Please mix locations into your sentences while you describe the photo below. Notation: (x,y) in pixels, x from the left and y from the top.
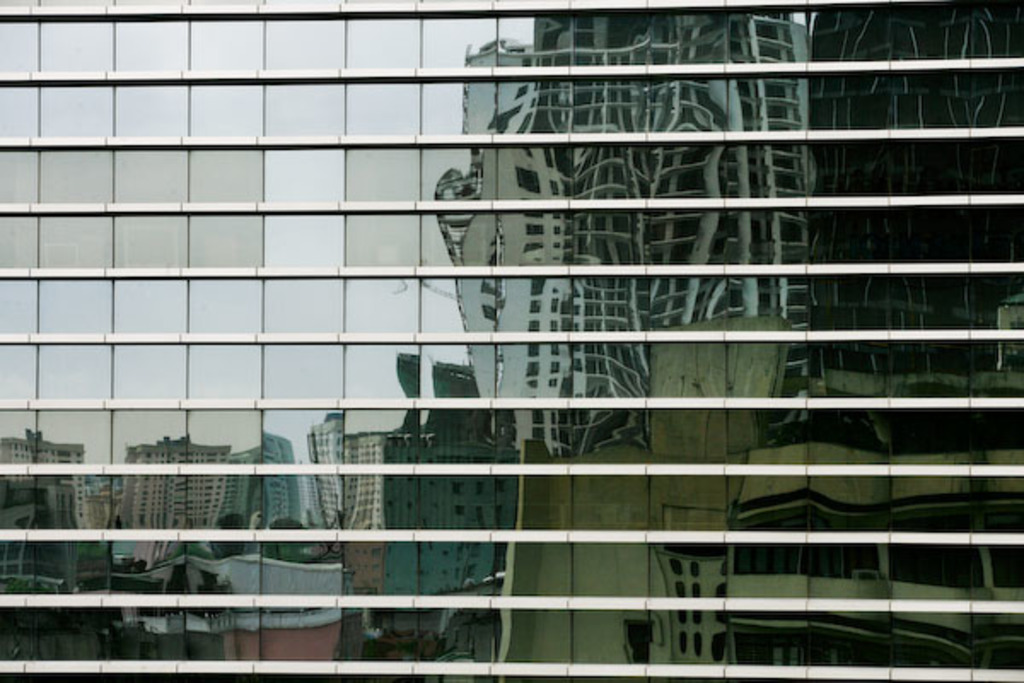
In this image there is a building (432,330) with the glasses (480,314), on the building (439,516) we can see the reflection (562,126) of other buildings (562,126).
